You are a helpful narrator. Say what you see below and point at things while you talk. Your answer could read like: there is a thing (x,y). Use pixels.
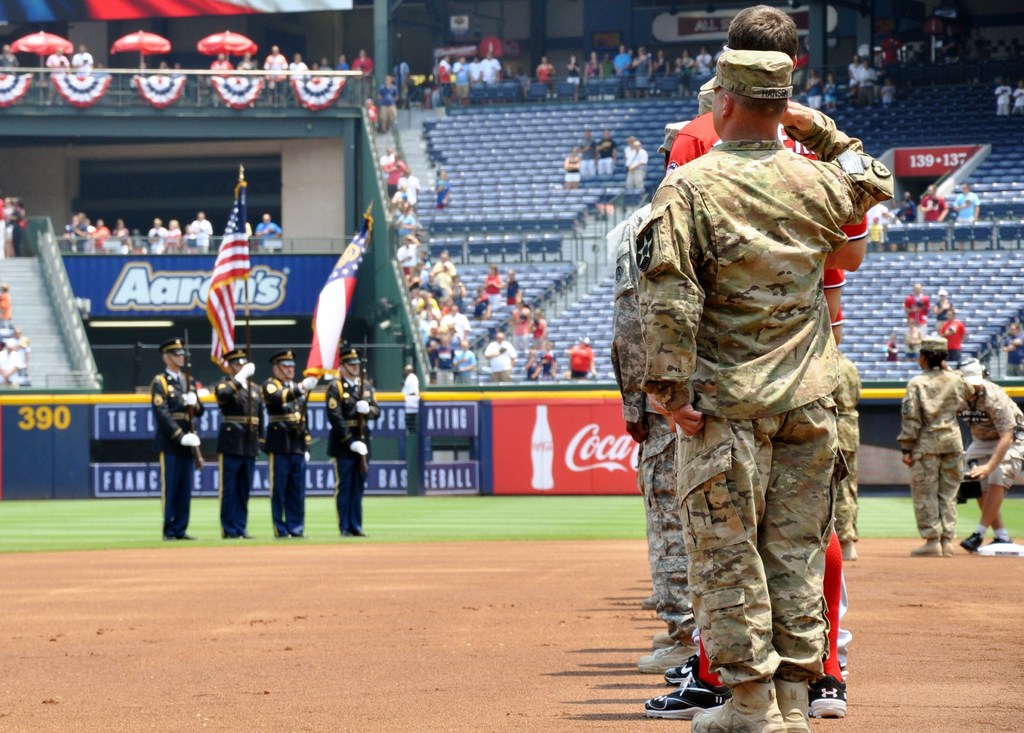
On the right (725,431) there are few people (697,237) standing on the ground (185,546) and on the left (271,393) there are 4 men (271,393) standing on the grass (256,498) and among them 2 men (281,376) are holding flags (221,339) in their hands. In the background (12,216) there are few people (8,337) standing at the chairs (507,254), fence (271,246) and we can see fence (168,71), hoardings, poles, decorative items (233,86), umbrellas (46,44) and some other items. On the right (917,456) there are two persons (940,441) standing on the ground (943,581).
